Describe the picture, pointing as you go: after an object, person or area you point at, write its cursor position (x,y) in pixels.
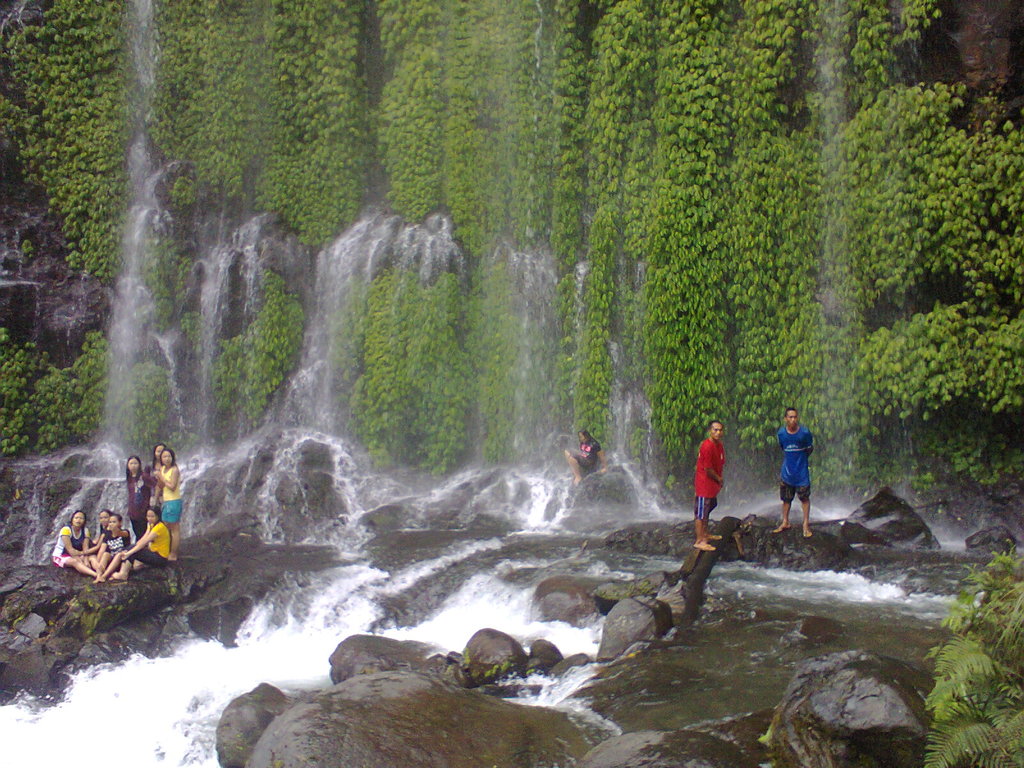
In this image there are a few people (96,571) sitting on the rocks (161,606) and there are a few people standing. There is water (347,260) flowing on the rocks (533,666). In the background of the image (57,145) there are plants (444,313).
